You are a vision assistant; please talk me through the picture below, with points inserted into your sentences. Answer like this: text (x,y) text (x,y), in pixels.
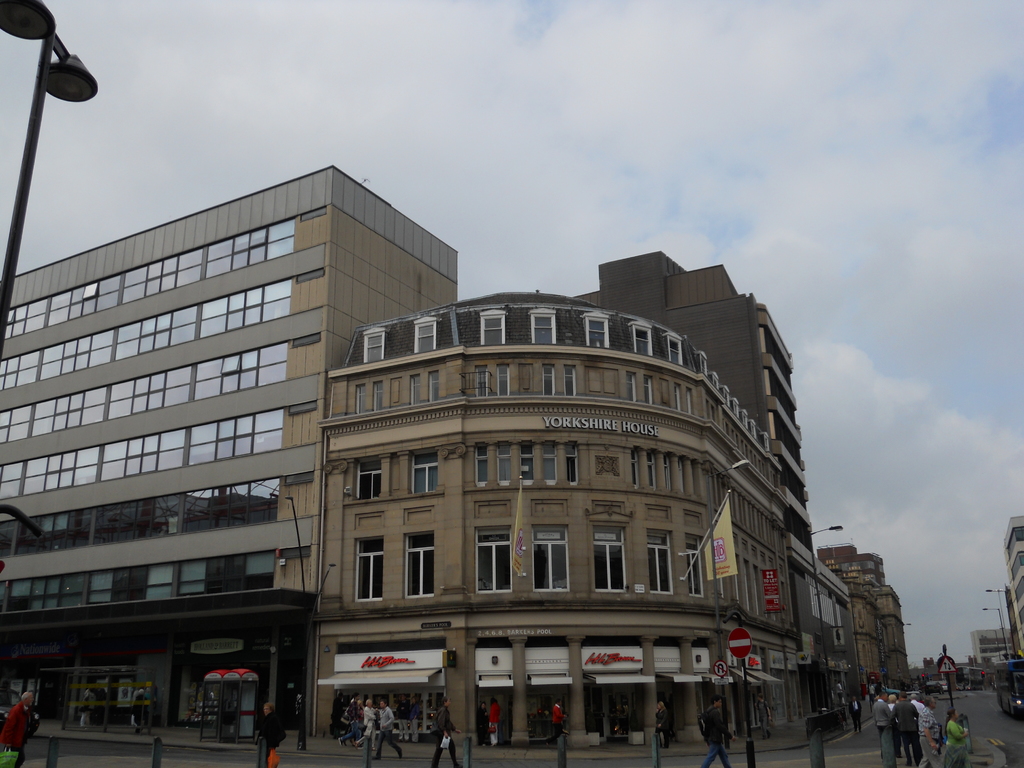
In this image, we can see buildings (525,557), poles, a flag (718,566), some lights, boards (758,661) and we can see people (884,725) on the road (974,715). At the top (693,118), there are clouds (732,171) in the sky (736,203).
